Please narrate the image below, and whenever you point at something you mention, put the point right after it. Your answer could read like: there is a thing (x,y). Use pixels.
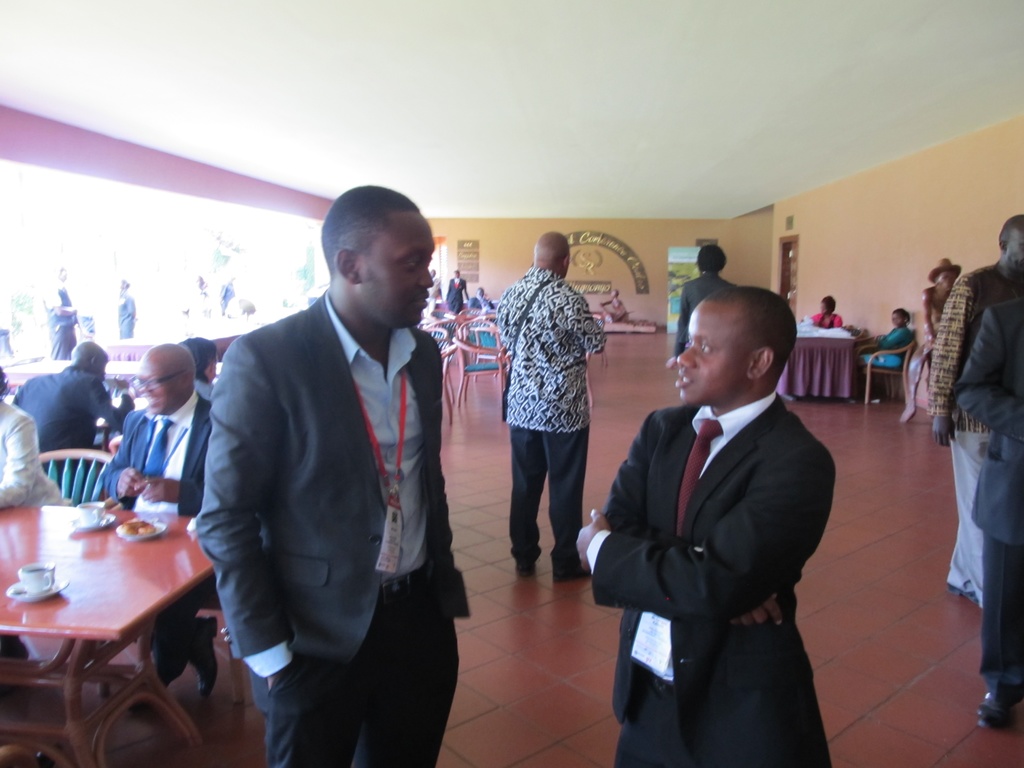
In this image I can see two persons (765,538) wearing white and black colored dresses (752,528) are standing on the ground (559,665). In the background (103,581) I can see few tables (149,598) on them I can see few cups (91,518), few persons (140,475) sitting on chairs (90,474) in front of tables (99,538), few persons (585,390) standing, the white colored ceiling (555,173), the cream colored walls (889,222) and few trees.
